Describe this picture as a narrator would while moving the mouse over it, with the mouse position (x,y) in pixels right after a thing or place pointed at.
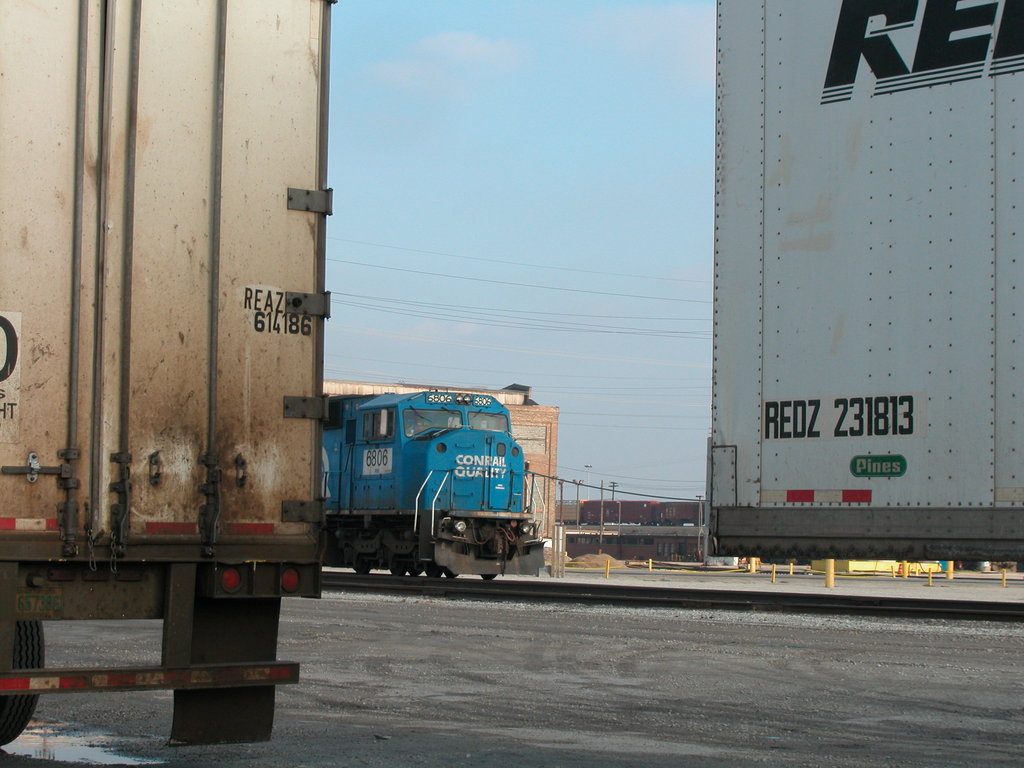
On the right (904,204) and left side of the image (167,287) there are trucks (312,404), in the center of the image (442,491) there is a train (501,504) on the tracks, behind the train (460,424) there is a building (570,541), metal rods (630,565), lamp posts (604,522), in the background of the image (567,513) there is a train (673,512), at the top of the image (378,247) there are cables (481,307).
